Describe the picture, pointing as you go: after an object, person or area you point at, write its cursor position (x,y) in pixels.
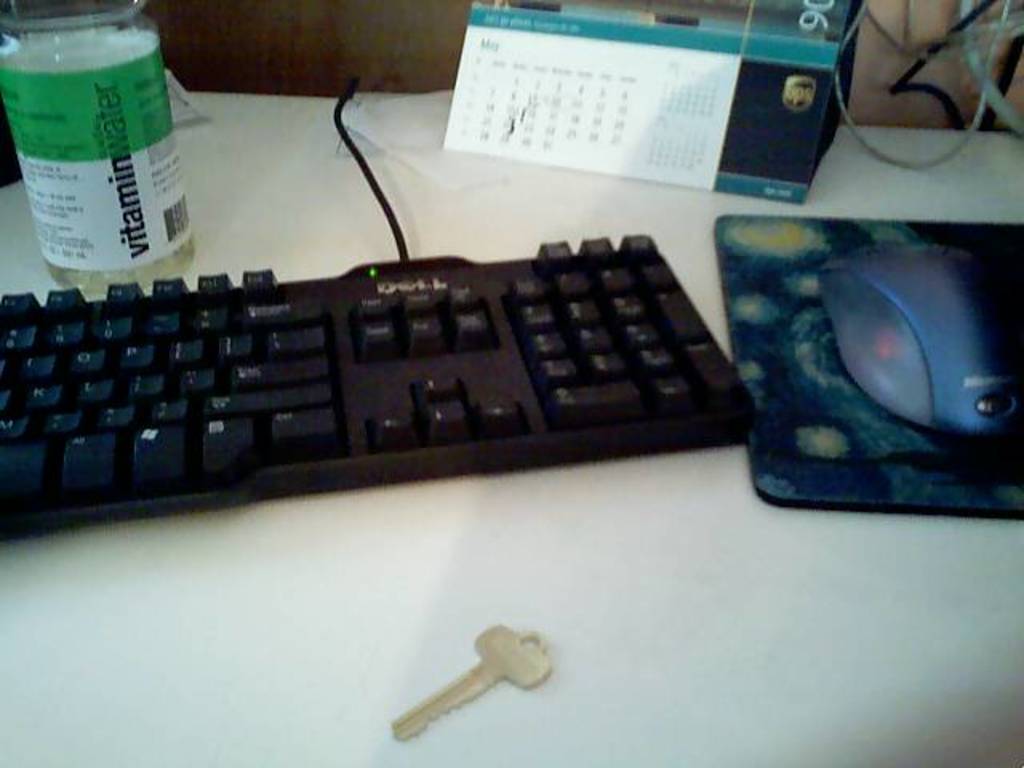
In this image we can see a bottle (95,116), key board (625,406), calendar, mouse (889,351), mouse pad (827,433) and key (442,700) on the white surface (667,658). Right top of the image (973,19) wires (925,60) are there.
